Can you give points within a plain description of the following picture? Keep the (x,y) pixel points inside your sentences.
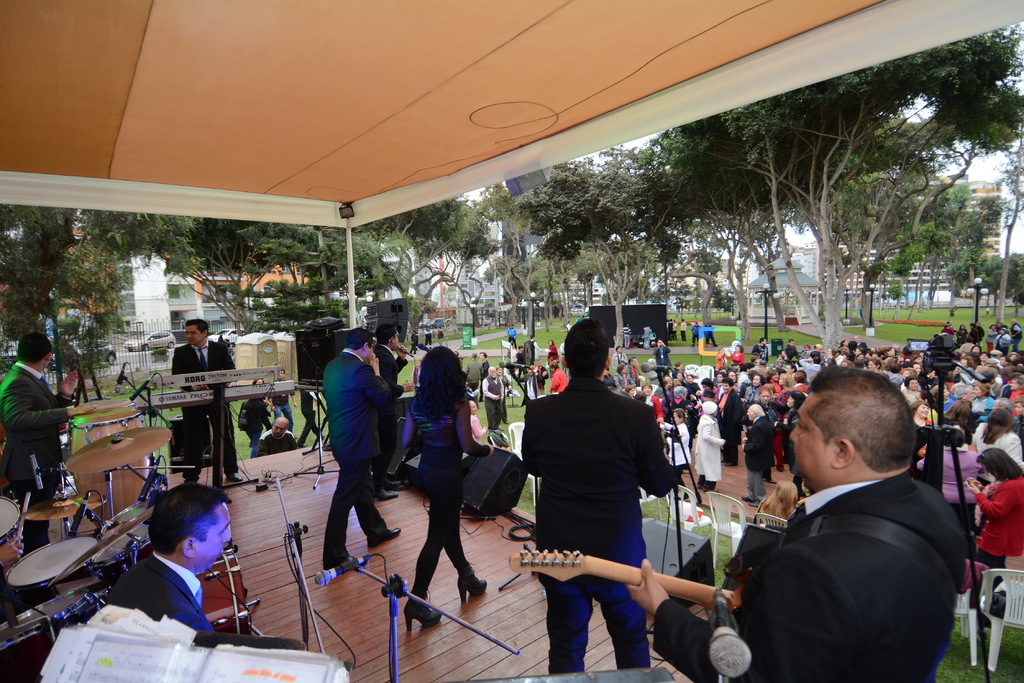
In this picture we can see some people (184,511) standing here, a man (771,586) on the right side (742,593) is playing a guitar (729,591), we can see microphones (729,630) here, on the left side (6,515) there are drums (68,554) and cymbals (81,467), in the background (511,241) we can see trees (291,242), buildings (220,276) and grass (889,326), we can see poles (872,296) here, there are two cars (138,342) here, we can see the sky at the top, there are some chairs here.
